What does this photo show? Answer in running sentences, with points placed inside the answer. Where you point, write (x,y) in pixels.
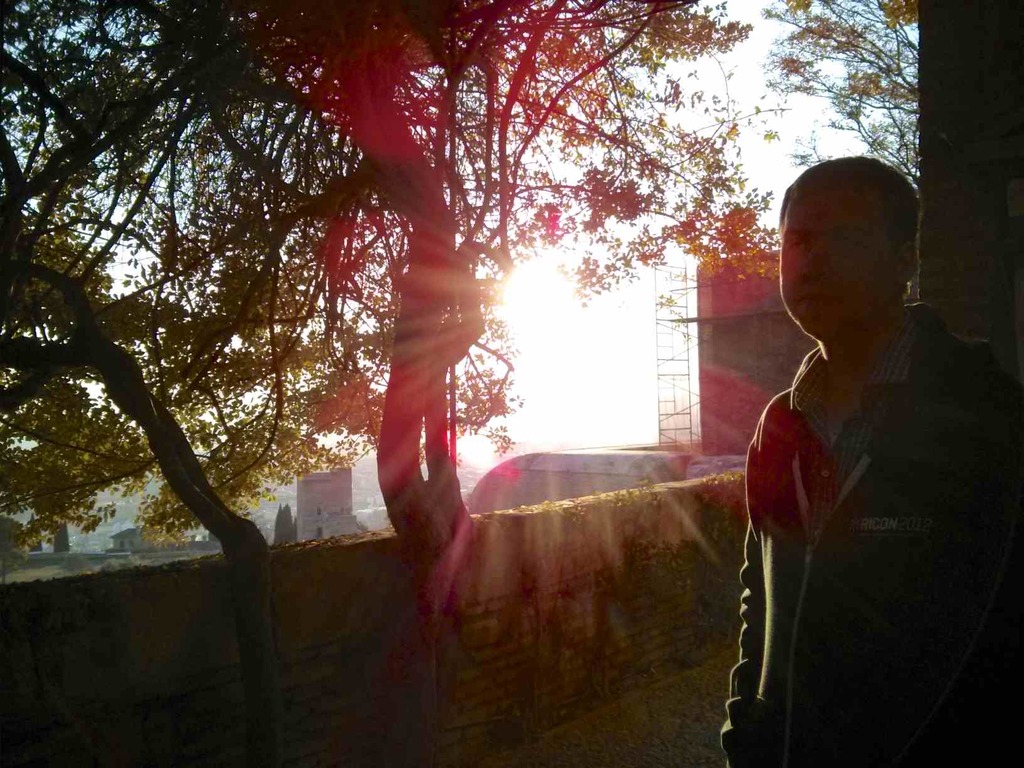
In this picture I can see a man (992,538) standing, there is a wall (191,732), there are buildings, trees (589,279), and in the background (574,277) there is sky (668,247).
